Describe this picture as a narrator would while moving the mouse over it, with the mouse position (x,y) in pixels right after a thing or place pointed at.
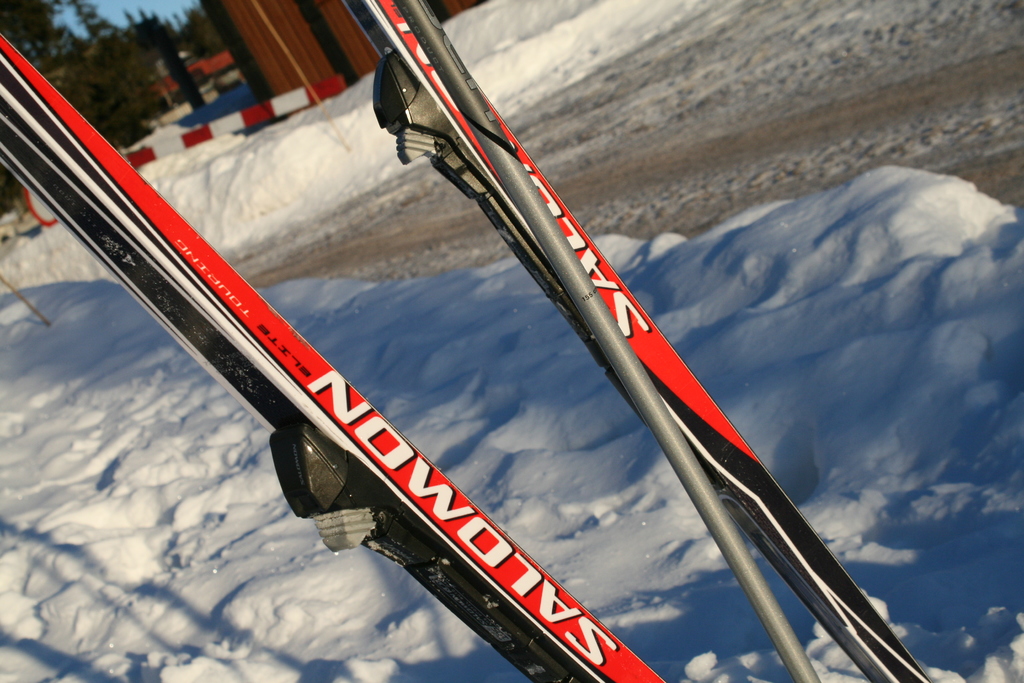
In this image in the foreground (735,544) there are some sticks (711,524), and at the bottom (173,497) there is snow (805,241). In the background (159,121) there are some buildings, trees (135,124), snow (335,139) and a pole (182,84).
